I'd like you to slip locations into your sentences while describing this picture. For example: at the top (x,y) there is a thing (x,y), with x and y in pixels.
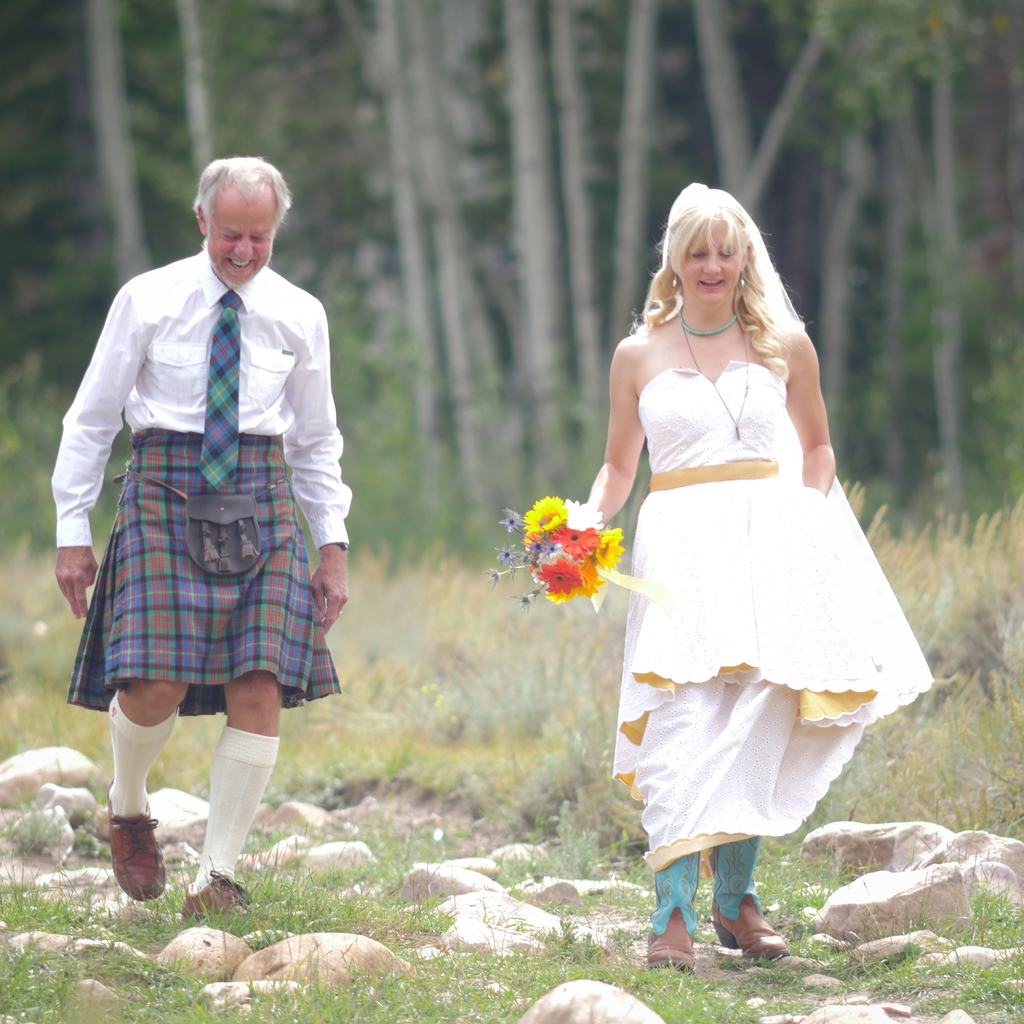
In this image there are two persons (661,528) walking and smiling, a person (681,553) holding a flower bouquet (600,541), and there are rocks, grass (973,777), trees (353,492).
